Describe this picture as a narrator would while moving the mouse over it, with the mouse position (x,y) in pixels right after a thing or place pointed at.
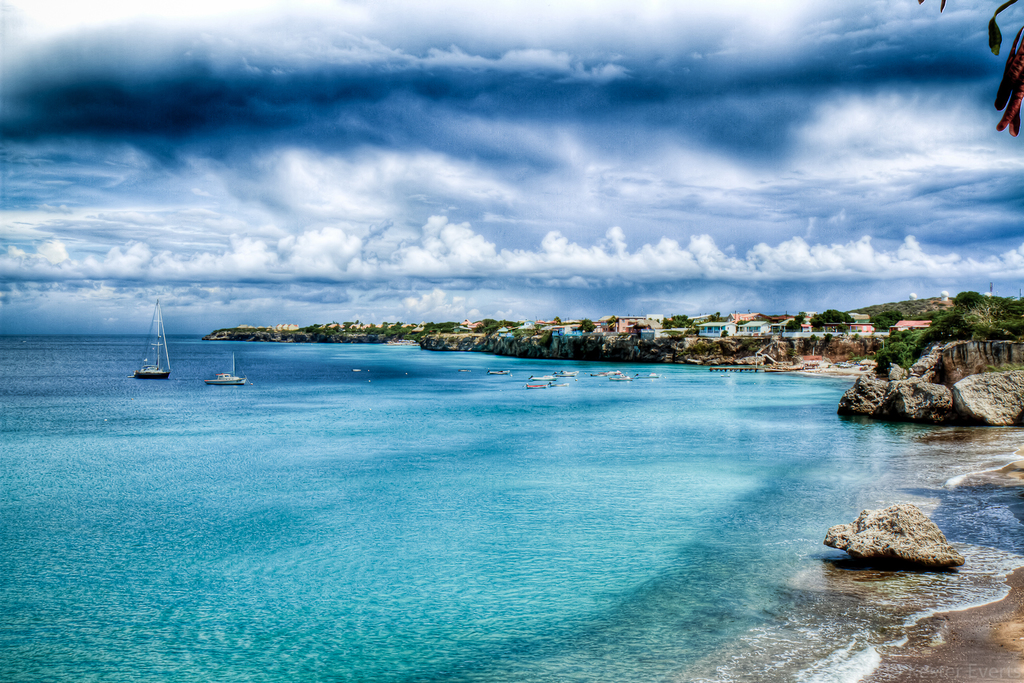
In this image we can see a few boats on the water (485,395), there are some rocks (743,340), houses (819,357) and trees (906,359), in the background (640,151), we can see the sky (686,97) with clouds (561,170).
